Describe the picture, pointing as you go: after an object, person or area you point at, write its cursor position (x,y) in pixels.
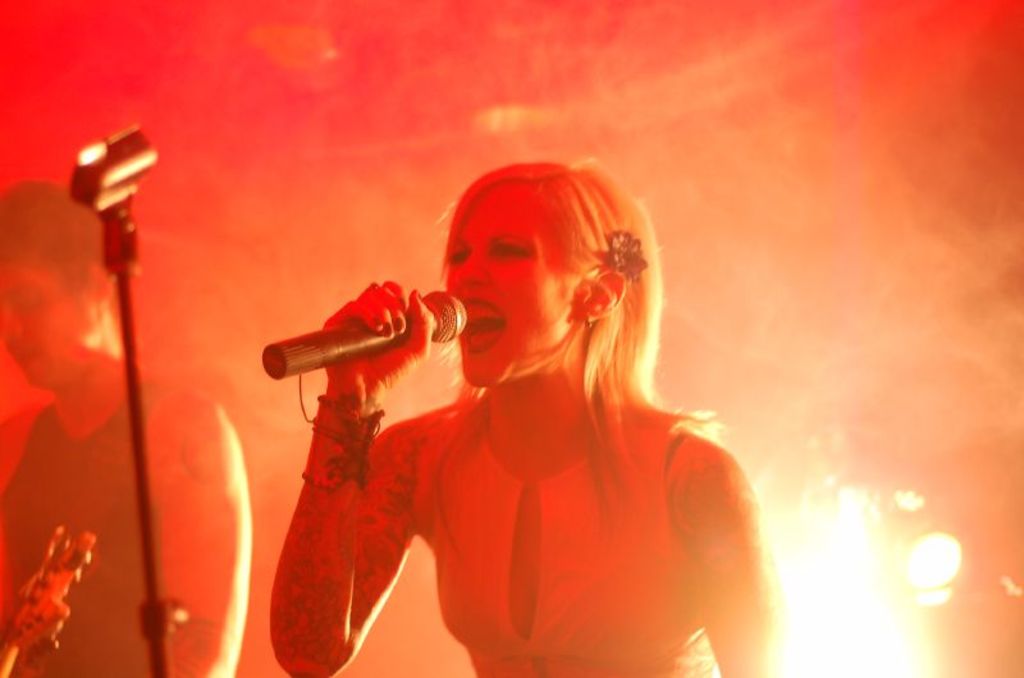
In this image I can see a person (508,614) singing, holding a microphone (392,325). There is a microphone stand (119,169) in front of her. There is a person (82,479) standing on the left (97,648). There is smoke (386,654) and a light (843,584) behind them.
